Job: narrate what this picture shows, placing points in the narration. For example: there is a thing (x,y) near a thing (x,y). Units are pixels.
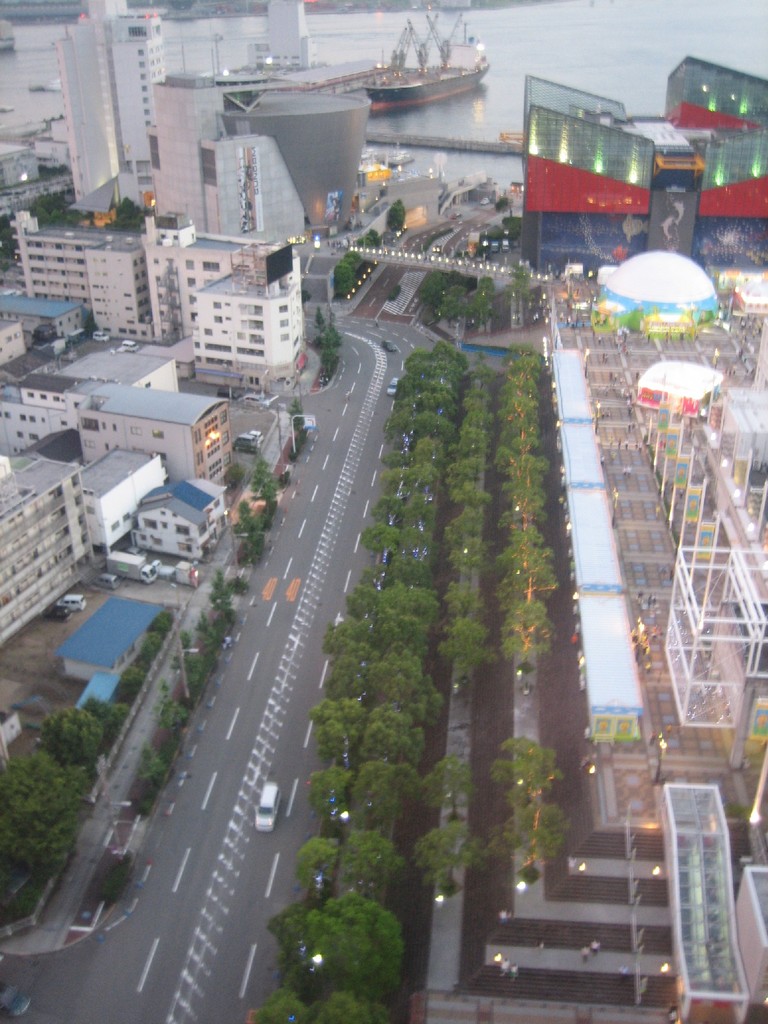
In this picture we can see ships (448,83) in the water (513,69), side we can see vehicles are on the road (321,578) and we can see some trees (452,643) and buildings (22,449).
